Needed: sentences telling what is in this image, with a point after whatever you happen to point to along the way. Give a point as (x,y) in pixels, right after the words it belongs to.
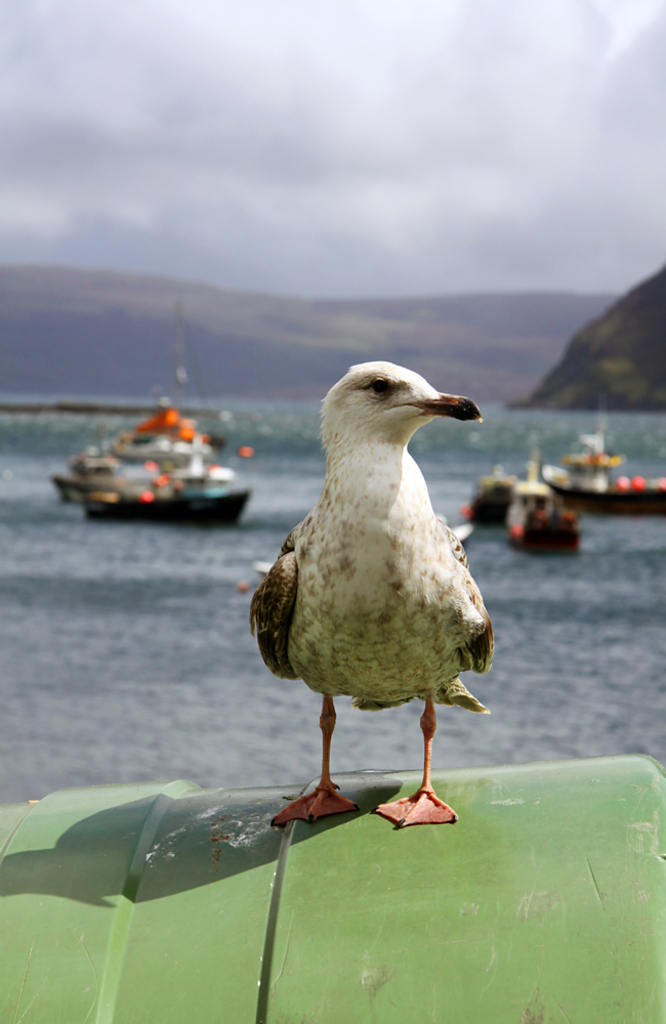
In the middle of the image (409,433), there is a bird (458,577) on a green color object (493,860). In the background (598,497), there are boats (602,487) on the water (583,537) of an ocean (603,549), there are mountains (309,344) and there are clouds (458,171) in the sky (586,146).
